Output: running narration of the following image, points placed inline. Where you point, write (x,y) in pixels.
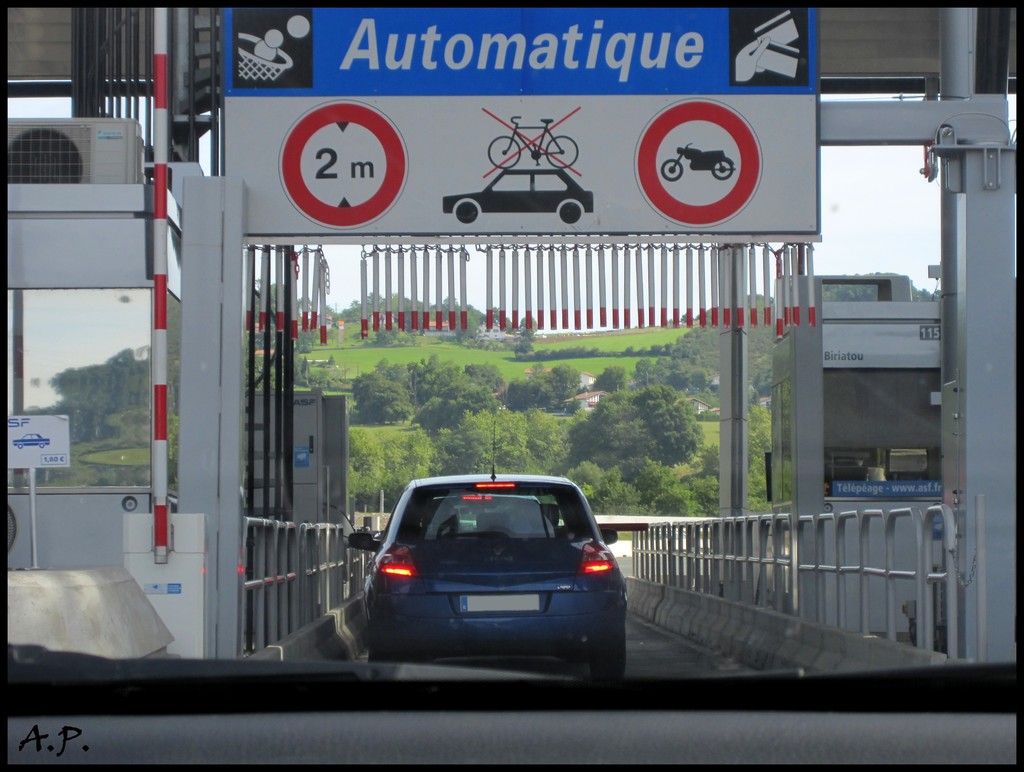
In this picture we can see vehicles (422,644) on the road (690,666), fences (279,626), sheds (80,287), banner (600,95), signboard (41,424), AC (54,172), poles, trees (438,395), grass (593,368) and in the background (842,226) we can see the sky (817,265).
